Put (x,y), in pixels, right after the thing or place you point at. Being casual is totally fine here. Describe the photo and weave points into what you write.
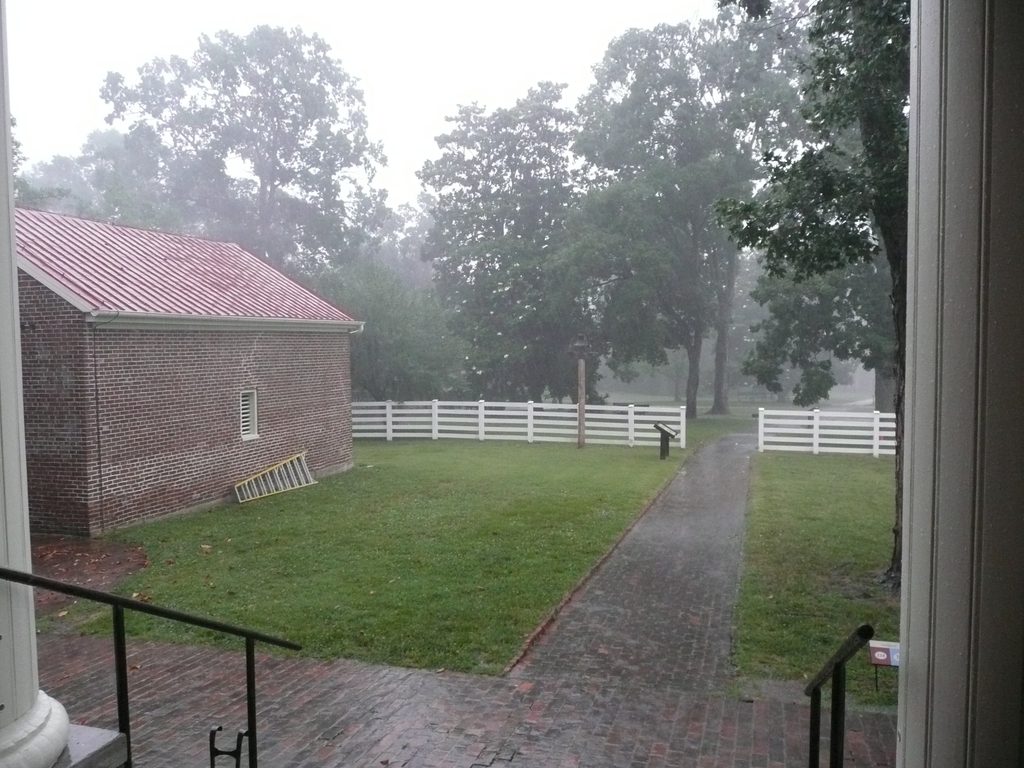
In this picture I can see a house (51,418), there are pillars (963,190), there is a ladder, fence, there are trees (447,259), and in the background (473,97) there is the sky (453,67).
